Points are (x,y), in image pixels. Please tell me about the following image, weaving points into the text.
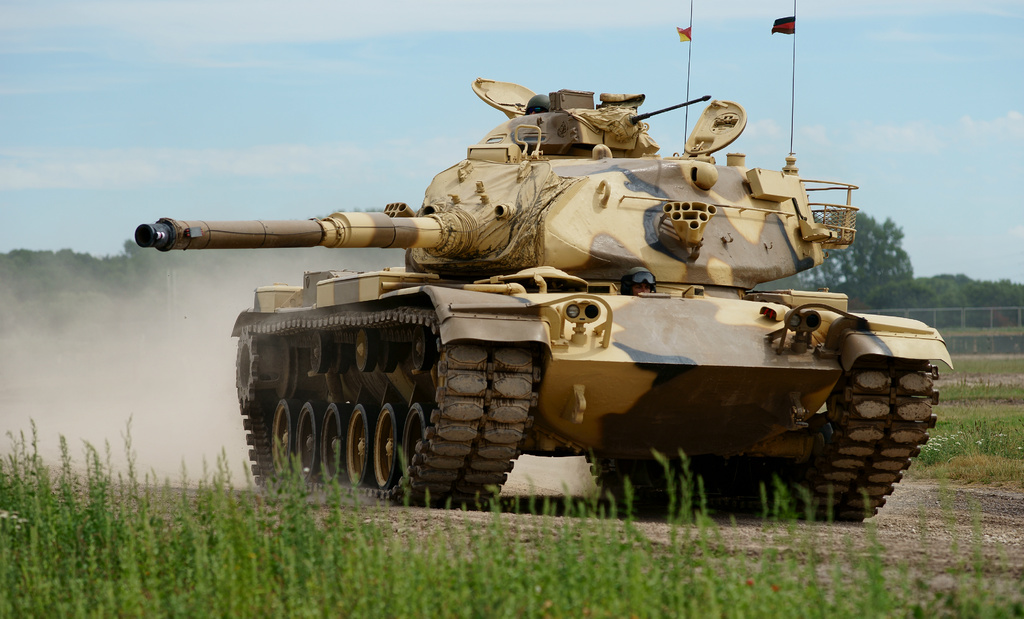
In this image I can see an open grass ground (512,565) and on it I can see a tank (651,448) in the front (693,164). On the top of the tank (703,173) I can see few flags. In the background (59,249) I can see number of trees (879,263), clouds (386,9) and sky (691,90).
